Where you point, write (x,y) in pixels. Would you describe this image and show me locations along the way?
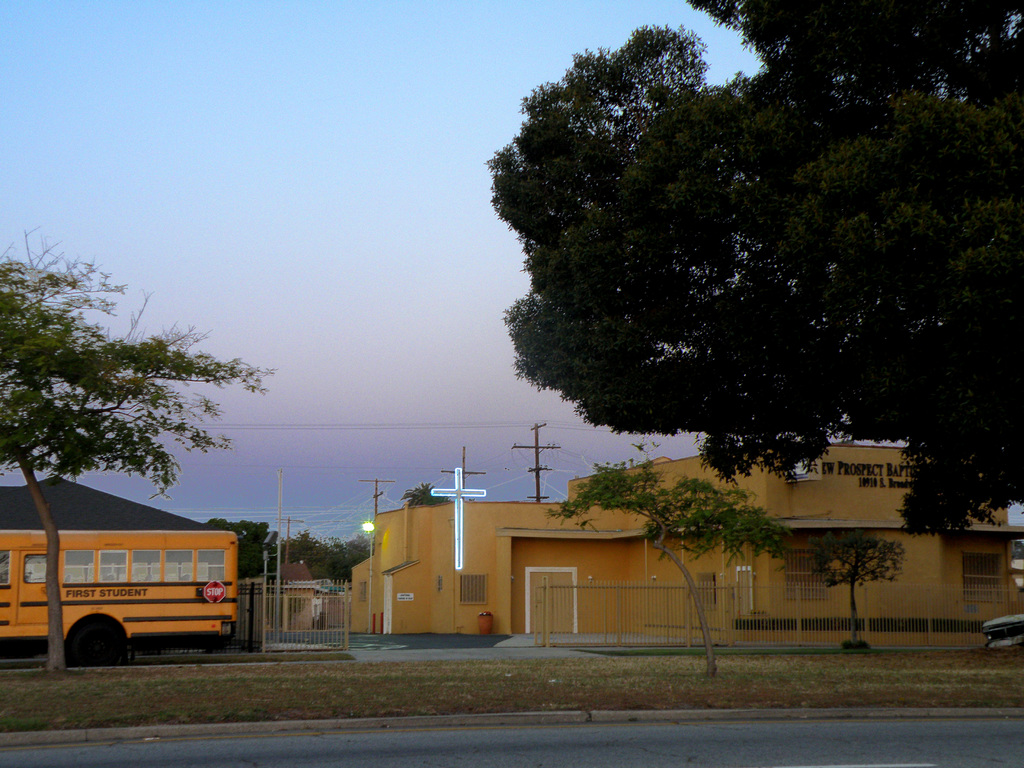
This image consists of a building (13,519). On the left (171,585), there is a bus (113,583). On the right (992,211), we can see trees (835,320). At the bottom (402,716), there is a road (547,739) and green grass (192,685). At the top (198,242), there is sky (443,307).
